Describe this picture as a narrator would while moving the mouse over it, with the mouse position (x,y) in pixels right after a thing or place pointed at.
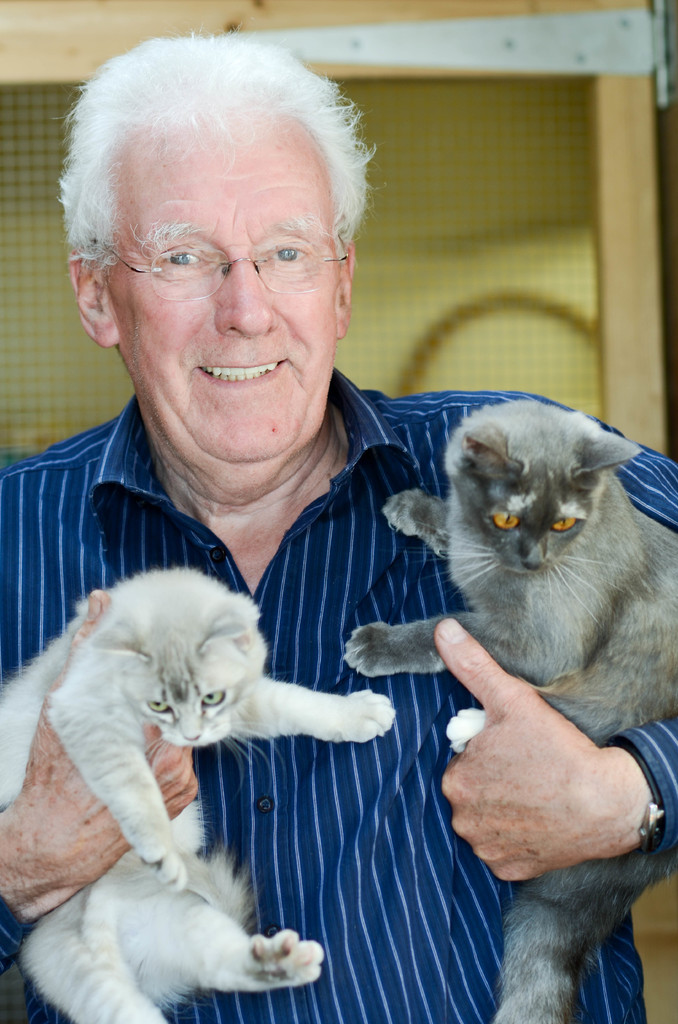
In this image we can see an old man (329,673) wearing blue shirt (384,857) is holding two cats (669,587) in his hands (474,784). In the background (461,292) we can see a net (475,264).
